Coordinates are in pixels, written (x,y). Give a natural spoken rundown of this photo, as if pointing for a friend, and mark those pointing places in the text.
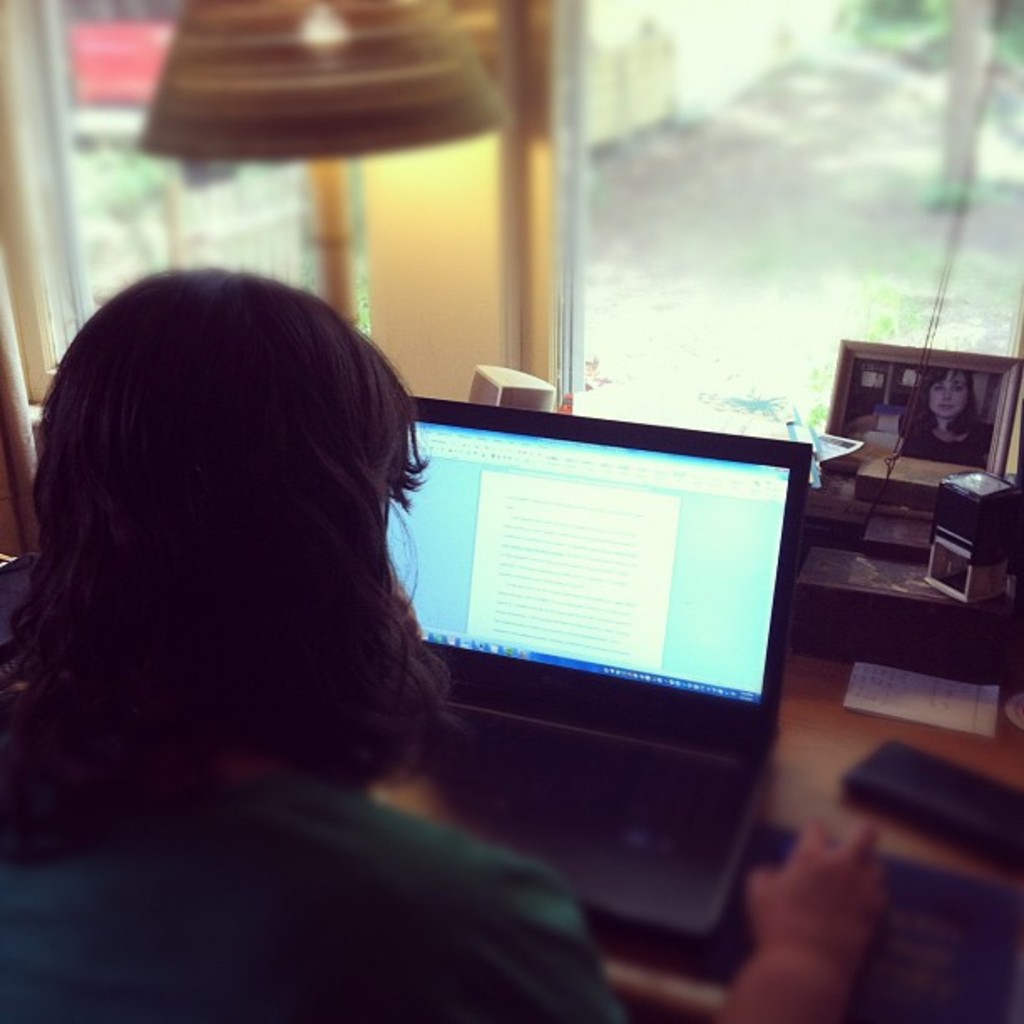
In this picture there is a person (285,804). We can see table (941,738). On the table (803,723) we can see laptop (670,754), paper (973,694), photo frame (892,381). There is a glass window (680,108).
